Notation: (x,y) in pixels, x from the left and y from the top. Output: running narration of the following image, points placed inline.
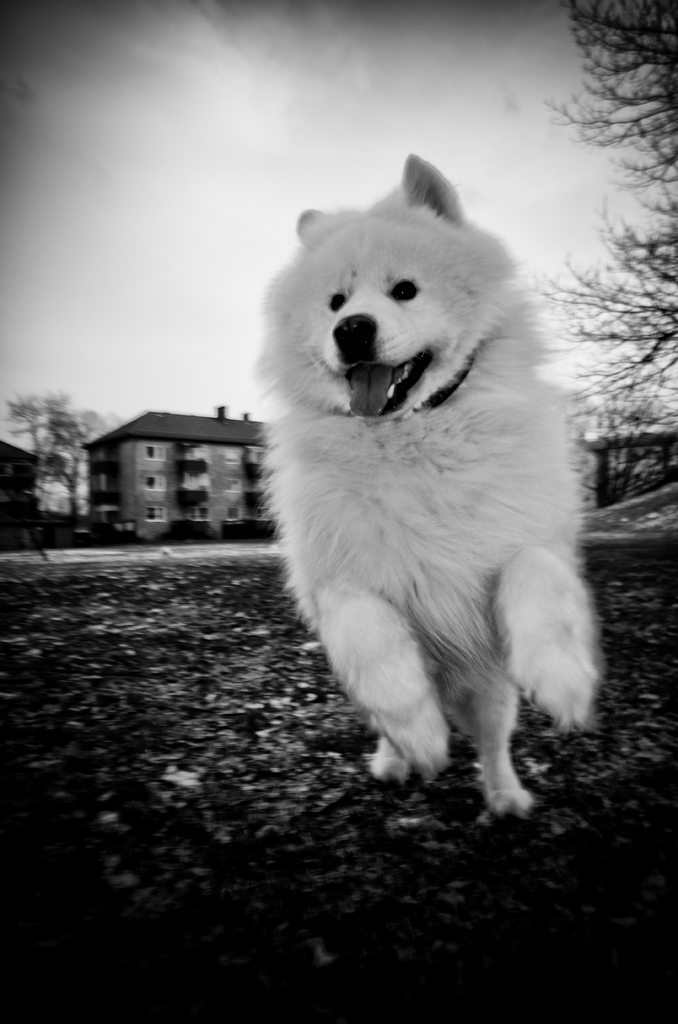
In this picture I can see there is a dog (340,656) running and in the backdrop (663,341) there are trees (595,33) and the sky (243,250) is cloudy.
